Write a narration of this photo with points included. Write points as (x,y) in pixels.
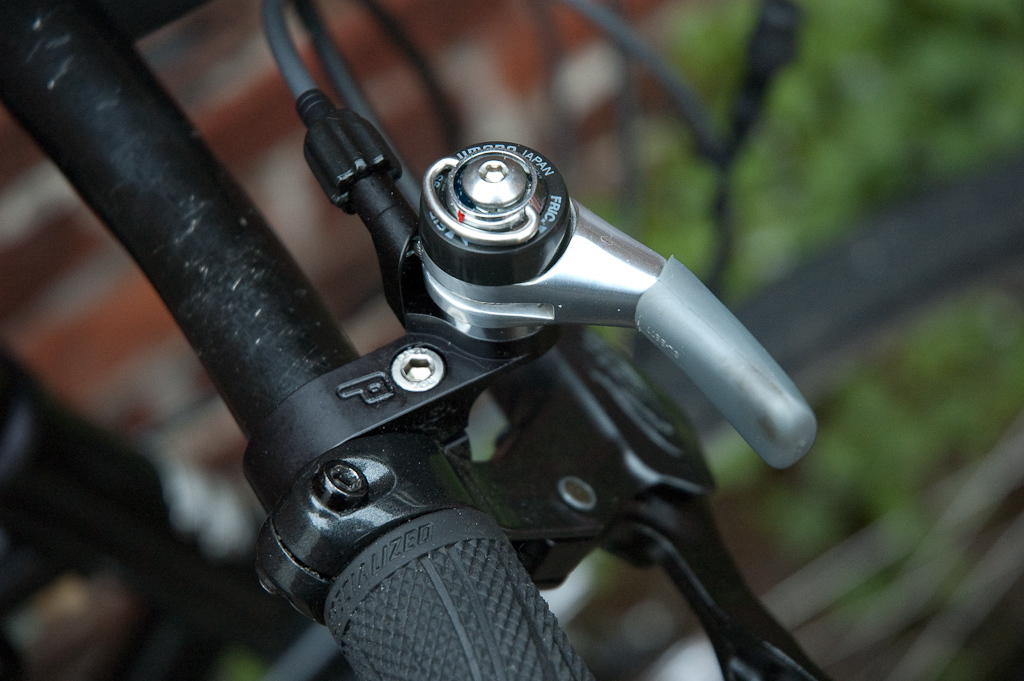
In this image we can see the handle (258,376) of a bicycle (248,332).
